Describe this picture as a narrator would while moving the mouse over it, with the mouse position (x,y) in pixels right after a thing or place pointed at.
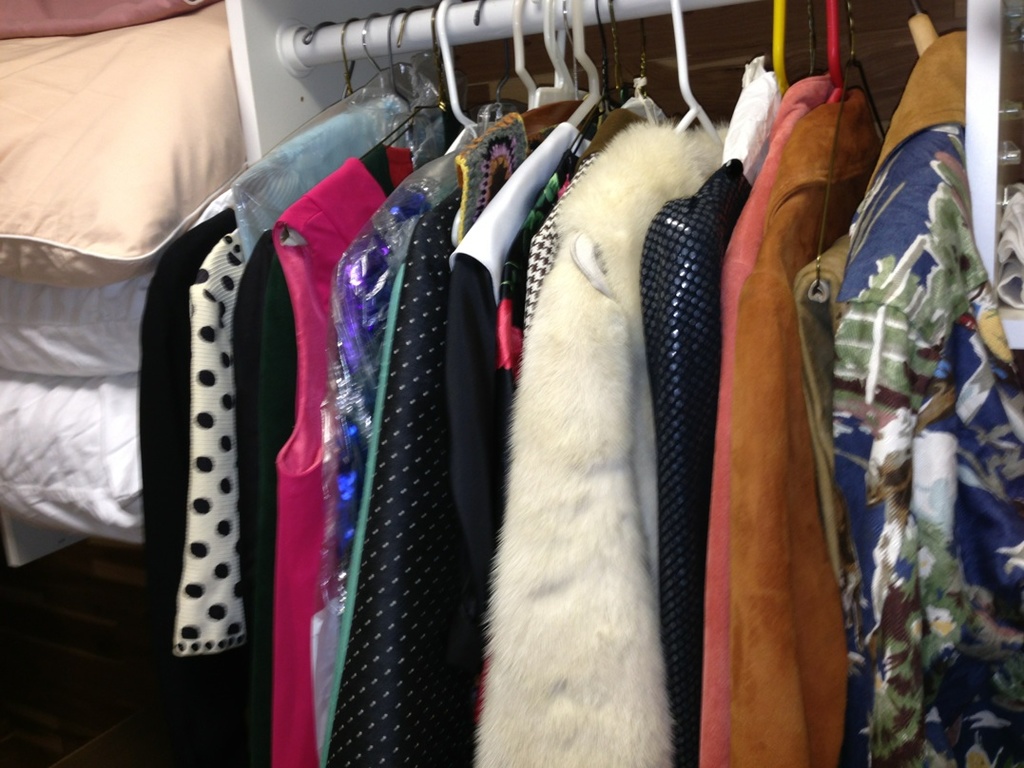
In this image we can see different types of clothes (649,287) hanged to a rod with the help of hangers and quilts (95,339) beside them.
